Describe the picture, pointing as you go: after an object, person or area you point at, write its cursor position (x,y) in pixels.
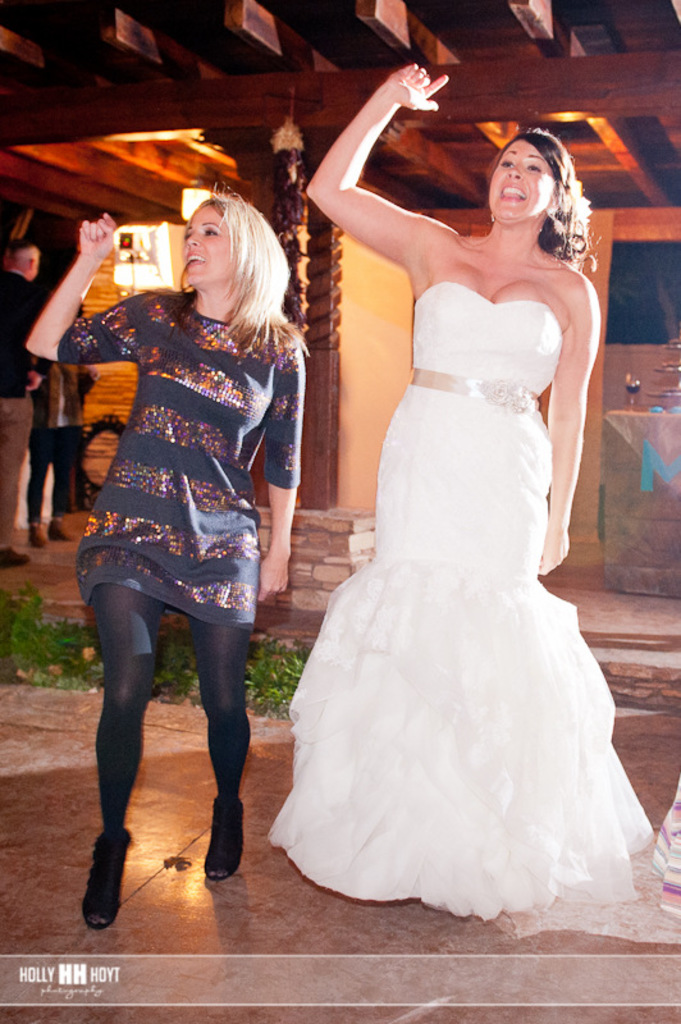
In this image we can see two people (387,647) are dancing, on the top of there is a wooden roof (227,113) and lights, in the background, we can see a wall (265,542), glass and two people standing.
